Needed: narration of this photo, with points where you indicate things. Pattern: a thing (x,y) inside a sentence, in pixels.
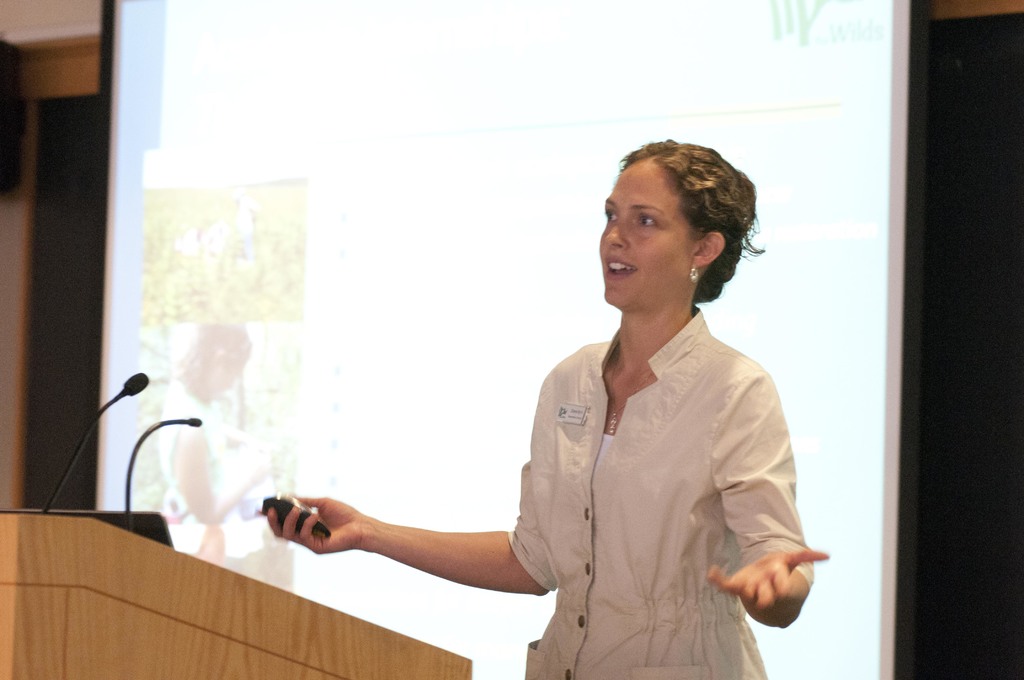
In this image we can see a projector screen (424,163). There is a podium (209,581) in the image. A lady (487,585) is standing and holding some object (284,521) in her hand (346,526). There is an object (9,155) on a wall (46,51) at the left side of the image (8,135).
